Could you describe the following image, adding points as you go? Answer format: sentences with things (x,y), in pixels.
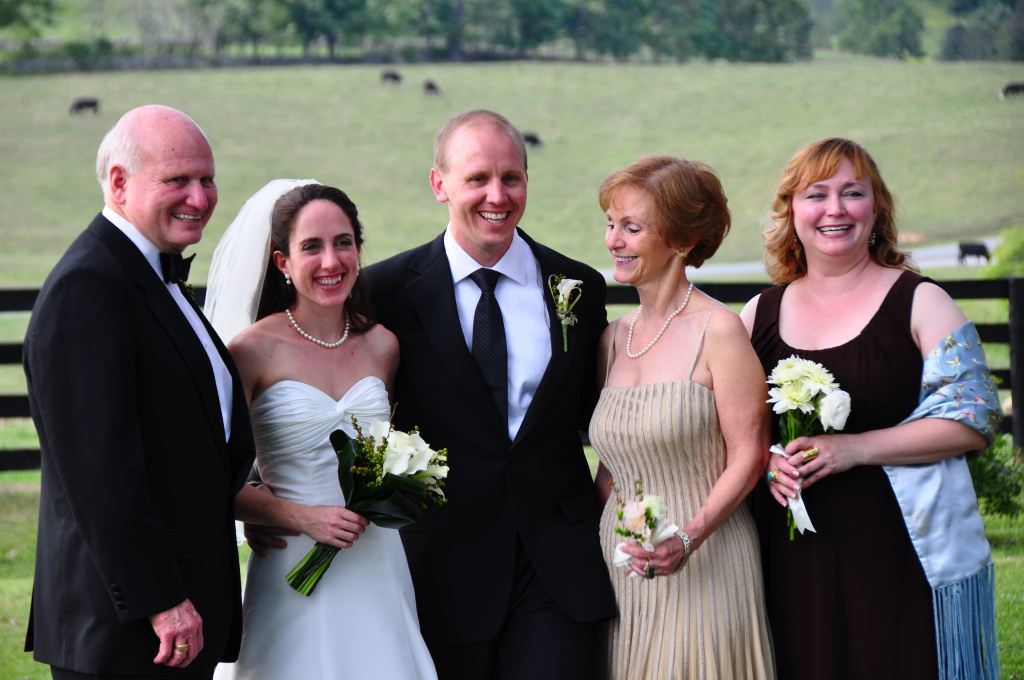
In this picture we can see group of people (422,268), they are all smiling and few people (604,428) holding bouquets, behind them we can see grass (391,127), fence (983,292), trees (612,41) and few animals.
